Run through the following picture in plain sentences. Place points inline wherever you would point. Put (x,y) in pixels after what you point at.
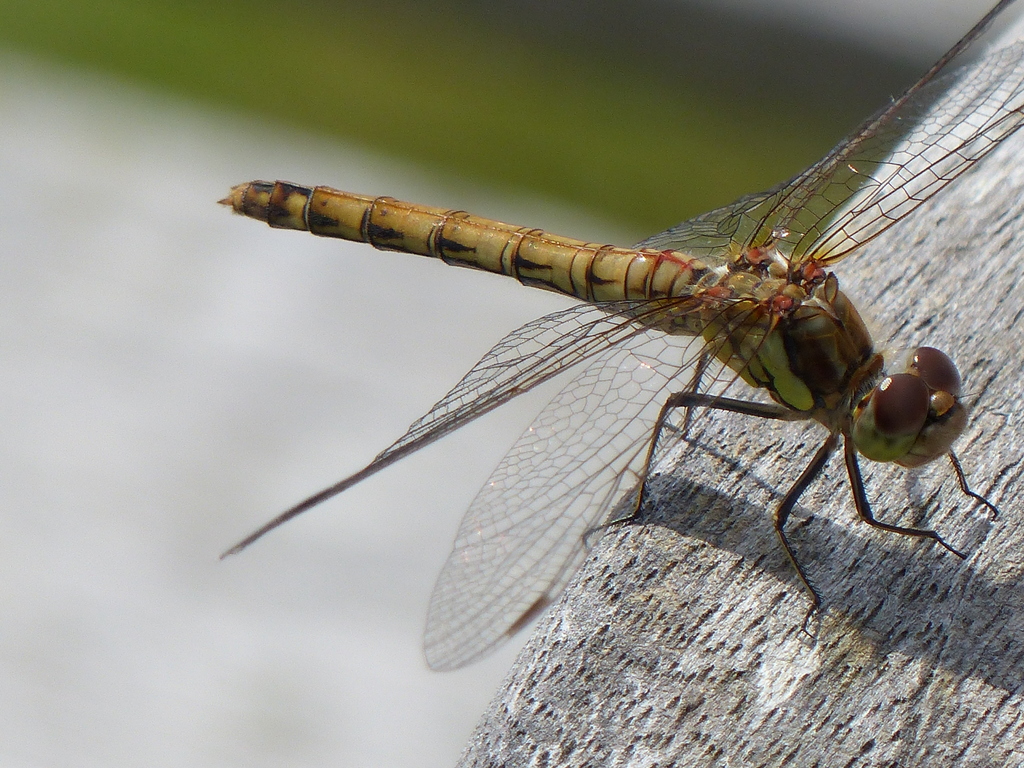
This image consists of a dragonfly (632,353) sitting on a tree (955,556). The background (716,123) is blurred. To the right (793,513), there is a tree (799,499).
